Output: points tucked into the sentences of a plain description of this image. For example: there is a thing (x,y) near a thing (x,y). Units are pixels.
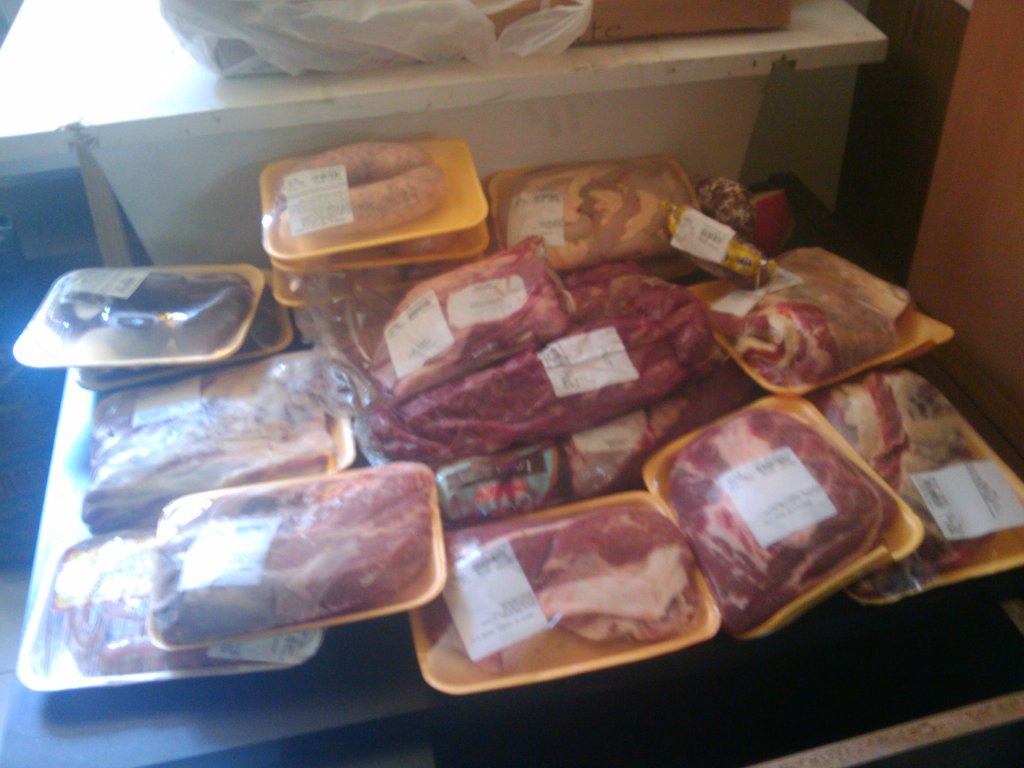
In the image we can see food items (472,428) kept in a tray (350,452) and it is wrapped in a cover (325,417), here we can see a label (755,508) and a table (141,132), white in color.
